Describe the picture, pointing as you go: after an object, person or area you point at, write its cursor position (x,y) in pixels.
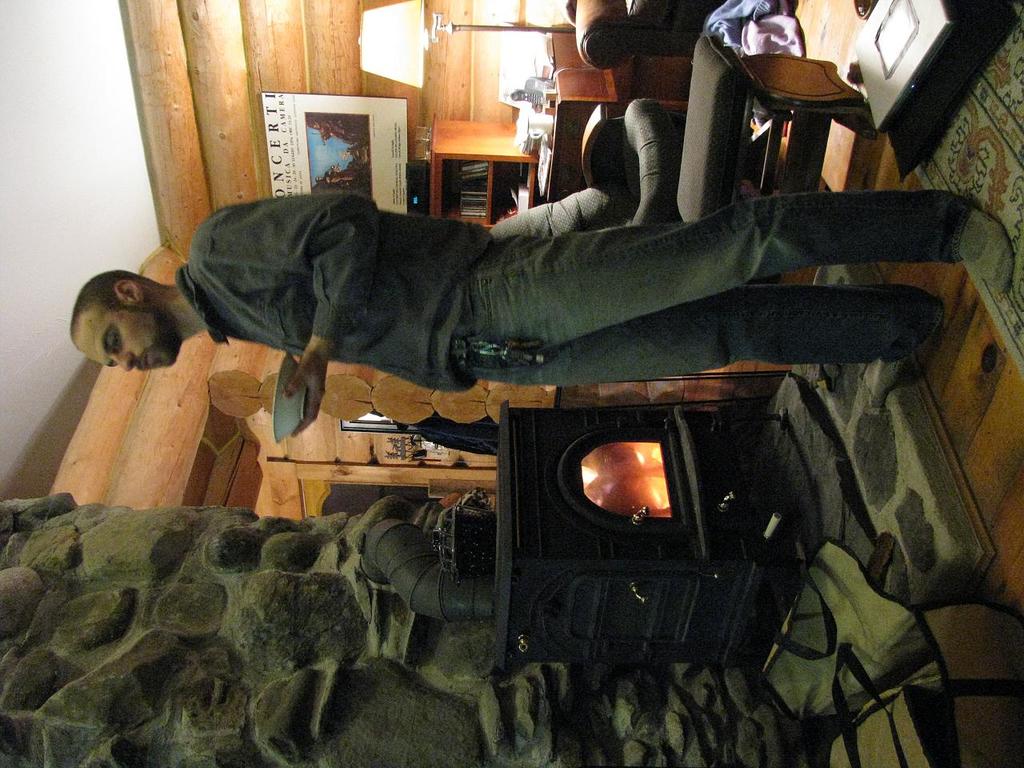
This is a rotated image. In this image there is a person (448,335) standing and holding a bowl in his hand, beside him there is a fireplace (530,549) and there is a wall (338,679) with rocks (437,669). Behind the person (525,292) there is a table (633,90), couch (647,43) and few objects (893,88) are placed on the floor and there is a lamp (365,37), beside the lamp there are cupboards (500,184) and there is a frame (315,114) hanging on the wall (191,73). At the top of the person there is a ceiling (31,303).
